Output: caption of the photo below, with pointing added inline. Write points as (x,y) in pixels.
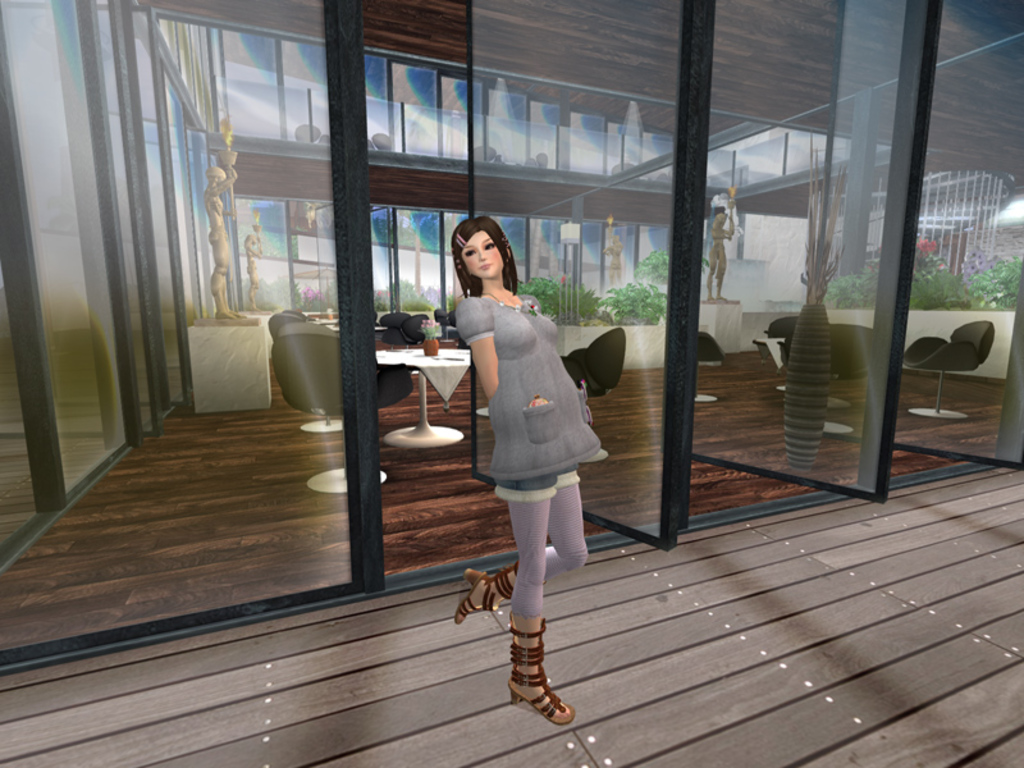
This is an animation picture. In this image there is a woman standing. At the back (240,224) behind the glass wall (319,241) there are tables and chairs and there is a flower vase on the table (450,363) and there are statues (237,177) and plants (973,277). At the bottom (450,545) there is a wooden floor (609,589).
